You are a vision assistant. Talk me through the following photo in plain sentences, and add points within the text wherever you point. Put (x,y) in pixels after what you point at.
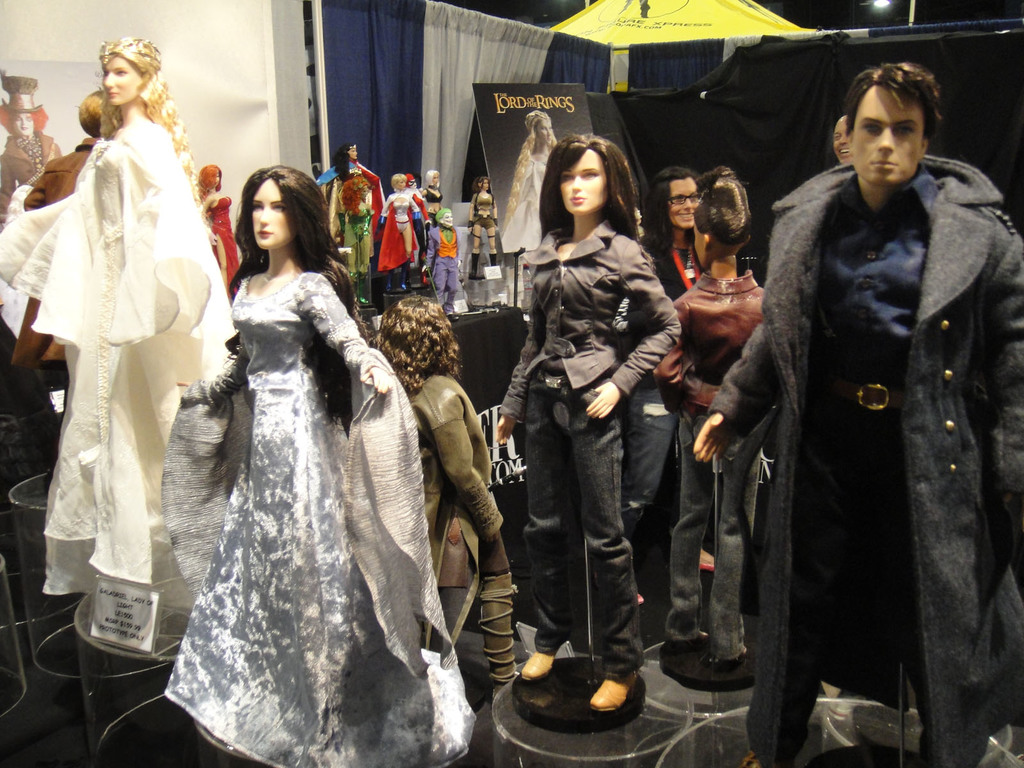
This is an inside view. Here I can see few dressed mannequins (553,350). In the background (484,359) there is a table (499,333) which is covered with a cloth (505,354). On the table (489,347), I can see many dolls (374,211) which are dressed. On the left side (97,36) there is a wall (234,38). In the background (358,57), I can see few curtains (502,68) and a board (521,140). These mannequins (488,636) are placed on the glasses (597,739).
